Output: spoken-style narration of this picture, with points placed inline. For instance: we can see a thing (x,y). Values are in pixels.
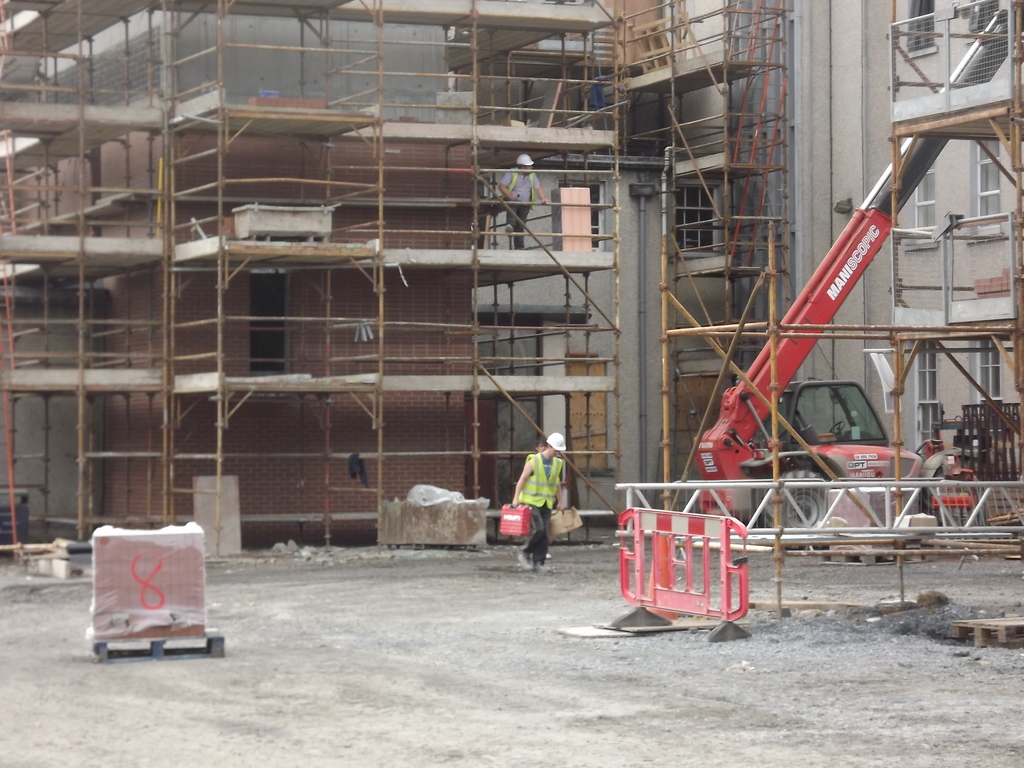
In this image I can see the ground (385,690), few metal rods (886,535), a person (546,504) standing and holding few objects (565,526), a crane (703,479) which is red and black in color and few buildings (488,297) which are under constructions. I can see a person (532,171) standing in the building (535,210).
